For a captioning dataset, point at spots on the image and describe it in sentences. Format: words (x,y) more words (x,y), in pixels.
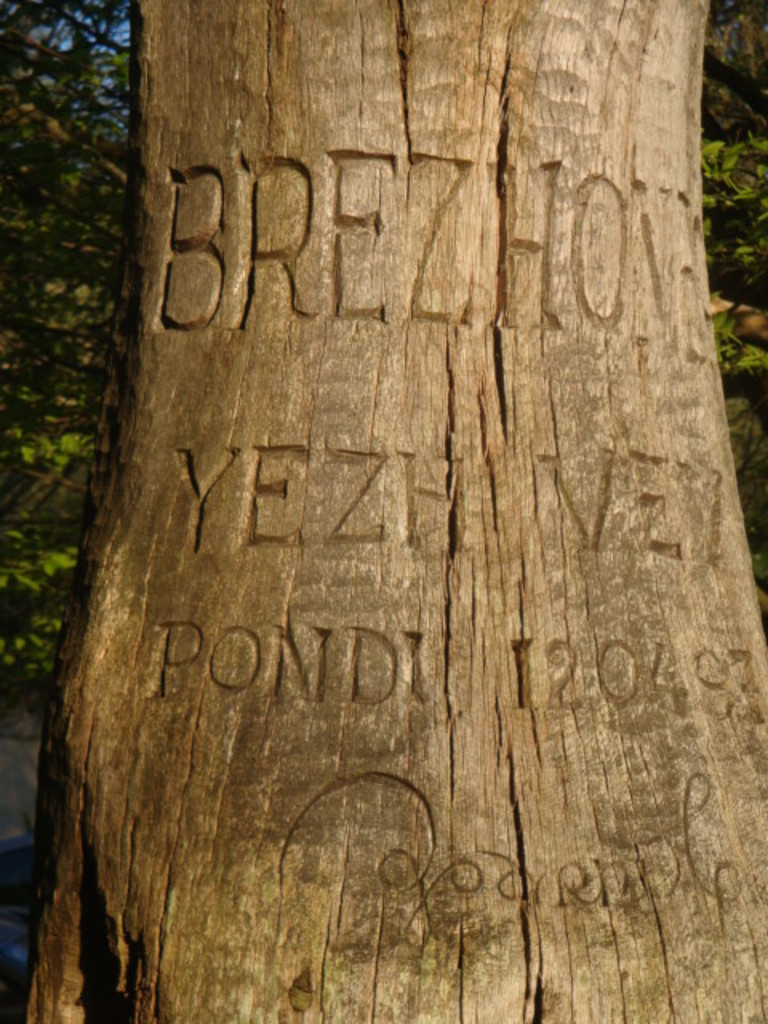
In the center of the image (329,636) we can see the carving (404,780) on a tree (417,706). In the background of the image (114,9) we can see the trees (750,38) and the ground (21,762). In the top left corner (114,68) we can see the sky (112,49).
